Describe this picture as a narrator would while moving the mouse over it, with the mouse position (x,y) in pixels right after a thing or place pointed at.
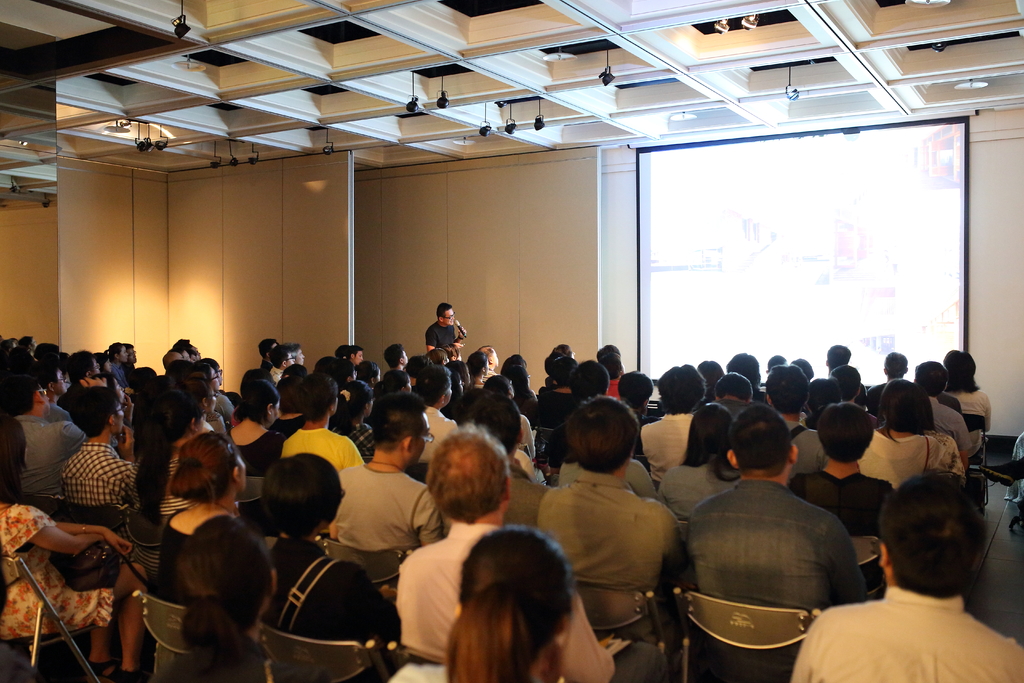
In this image I can see people (497,608) sitting in a room (472,328). There is a projector display (893,206) at the back (862,224) and a person (448,328) is standing holding a microphone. There are lights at the top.
